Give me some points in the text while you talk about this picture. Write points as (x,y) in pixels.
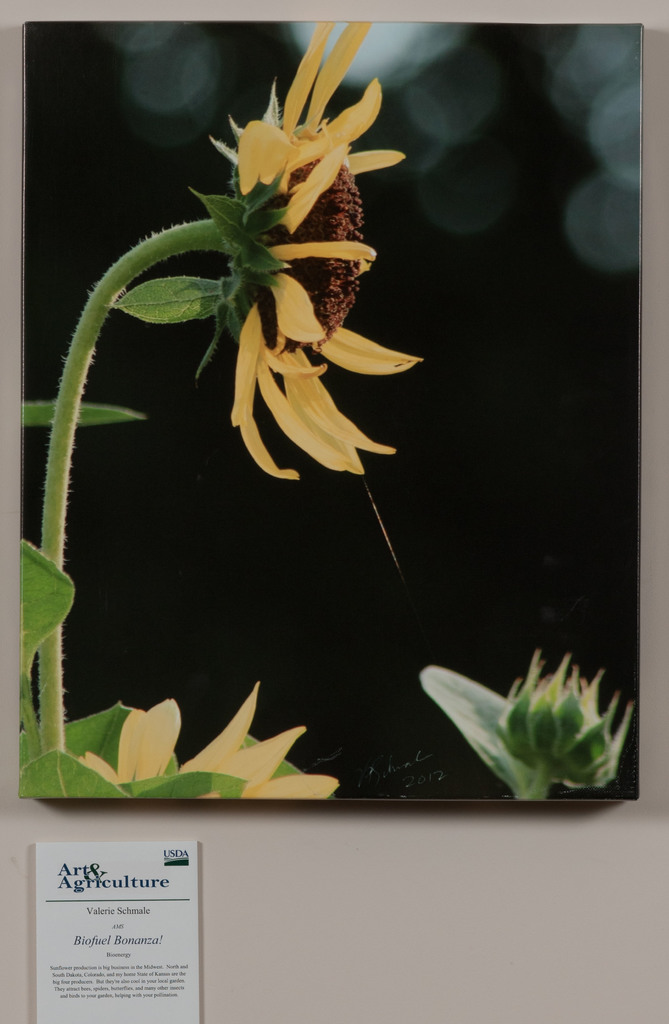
In this image we can see a card (333,442) with sunflower picture (257,201) on it is pasted on the wall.
